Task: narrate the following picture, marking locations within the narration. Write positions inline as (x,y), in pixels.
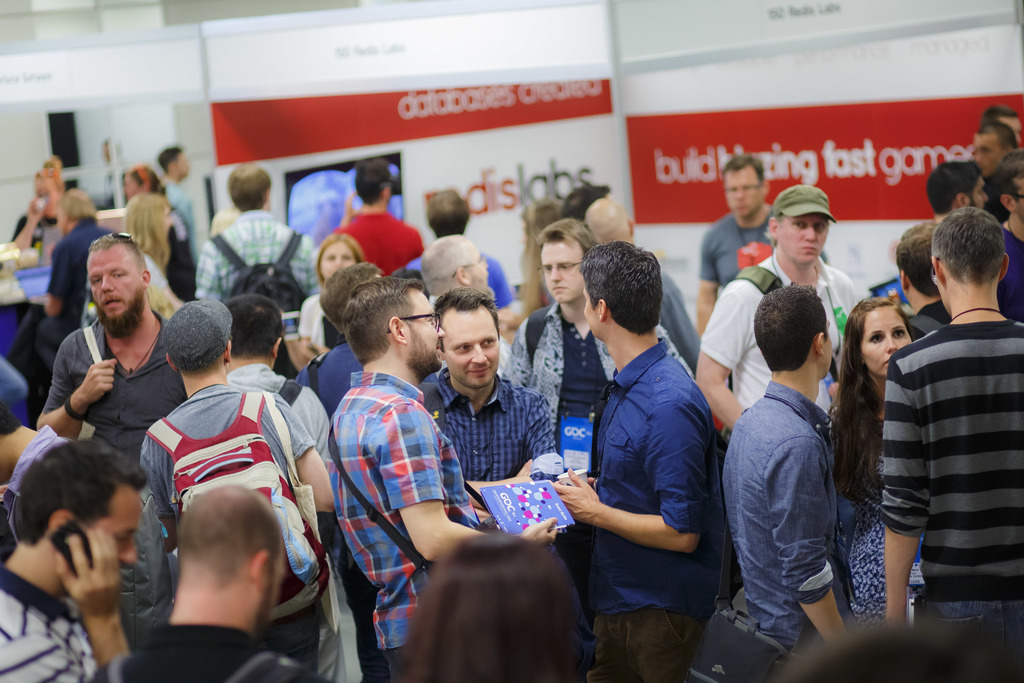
In this image there are a group of people (503,357) standing, and some of them are wearing bags (259,446) and some of them are holding books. And in the background (400,111) there are some boards (228,144), on the boards (505,161) there is text (925,152) and there are some tables (1,296) and some other objects (6,277).
